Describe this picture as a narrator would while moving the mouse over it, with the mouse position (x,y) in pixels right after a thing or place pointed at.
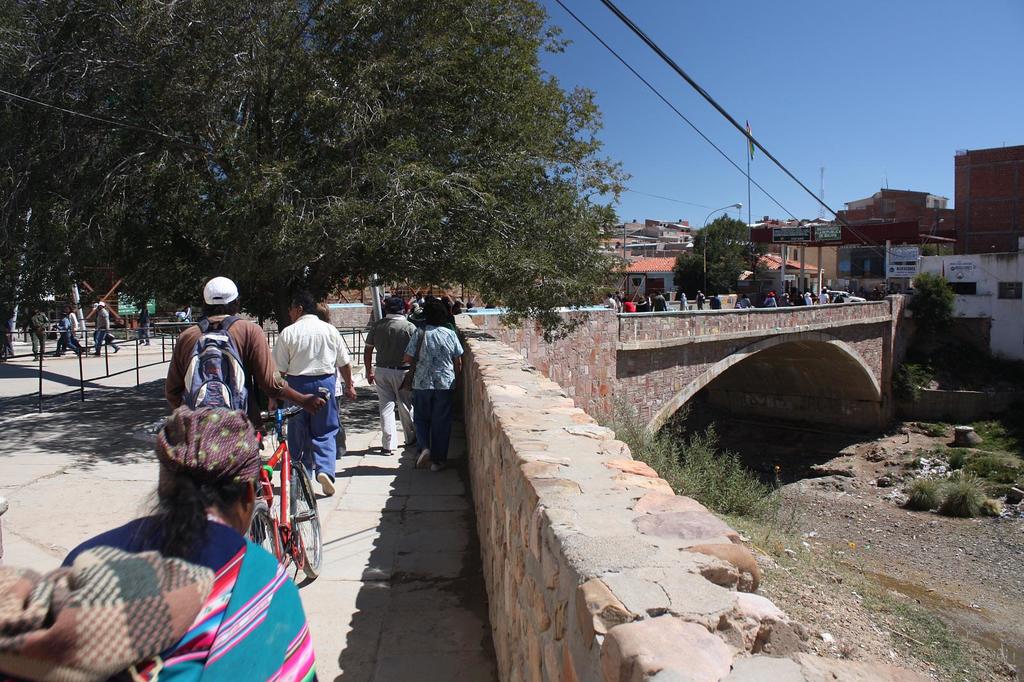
In this picture we can see a group of people (247,600) and a bicycle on the ground (320,599) and in the background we can see a bridge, vehicle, buildings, trees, poles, sky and some objects (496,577).
